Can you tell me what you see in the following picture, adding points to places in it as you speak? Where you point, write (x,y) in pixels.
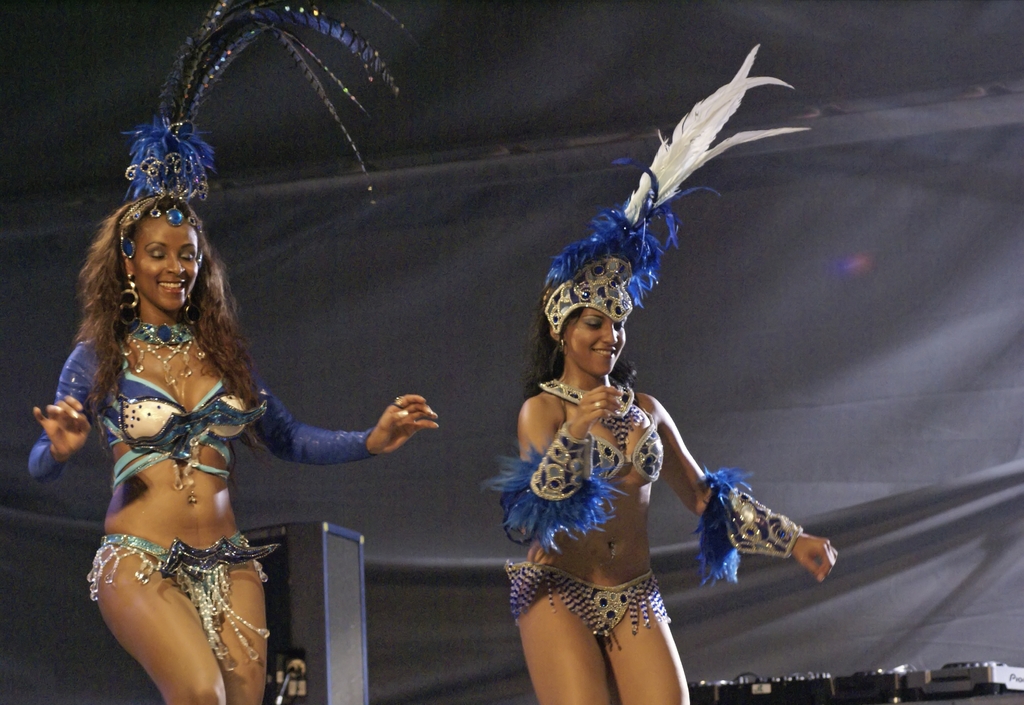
In this image we can see two women (108,414) are wearing different costumes (628,438) are dancing here and smiling. In the background (404,158), we can see the black color cover (378,324) and a few objects (277,704).
